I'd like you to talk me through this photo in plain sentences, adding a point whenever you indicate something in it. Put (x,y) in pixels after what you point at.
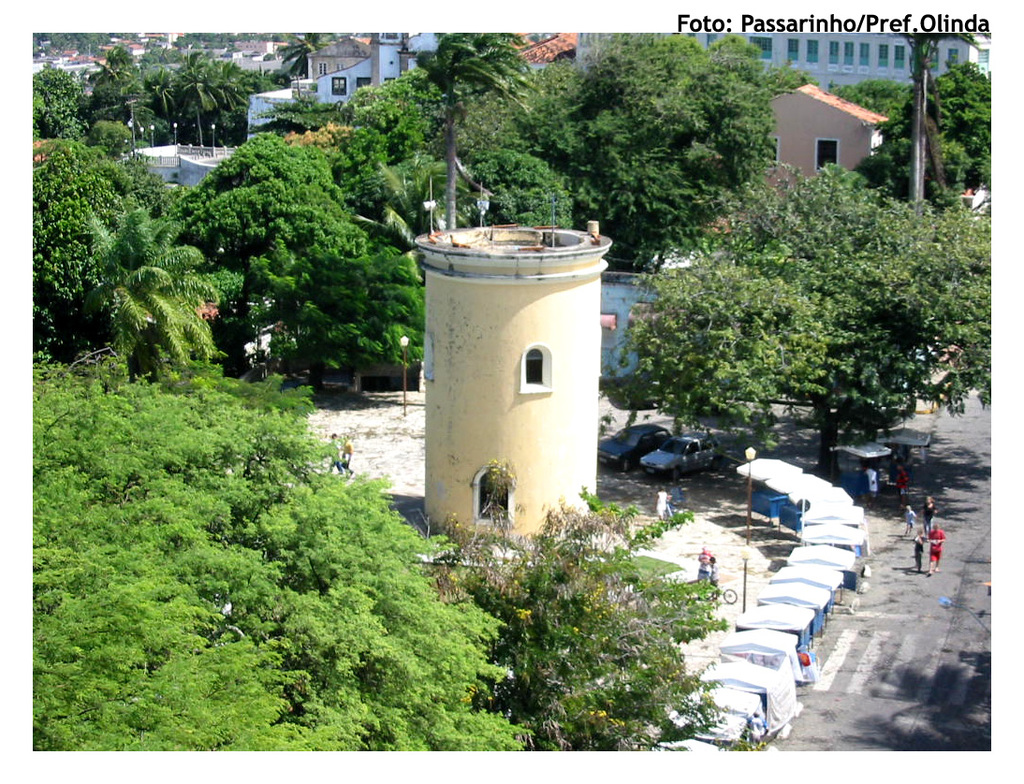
In the picture we can see a huge pillar construction (528,436) with some windows (534,361) to it and besides it, we can see trees (268,185) and on the other side, we can see some white color shades (788,720) and beside it, we can see a road (870,701) with zebra lines (915,666) and some people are walking on it and in the background (743,225) we can see many trees (751,303), houses (799,157), buildings (794,145).
